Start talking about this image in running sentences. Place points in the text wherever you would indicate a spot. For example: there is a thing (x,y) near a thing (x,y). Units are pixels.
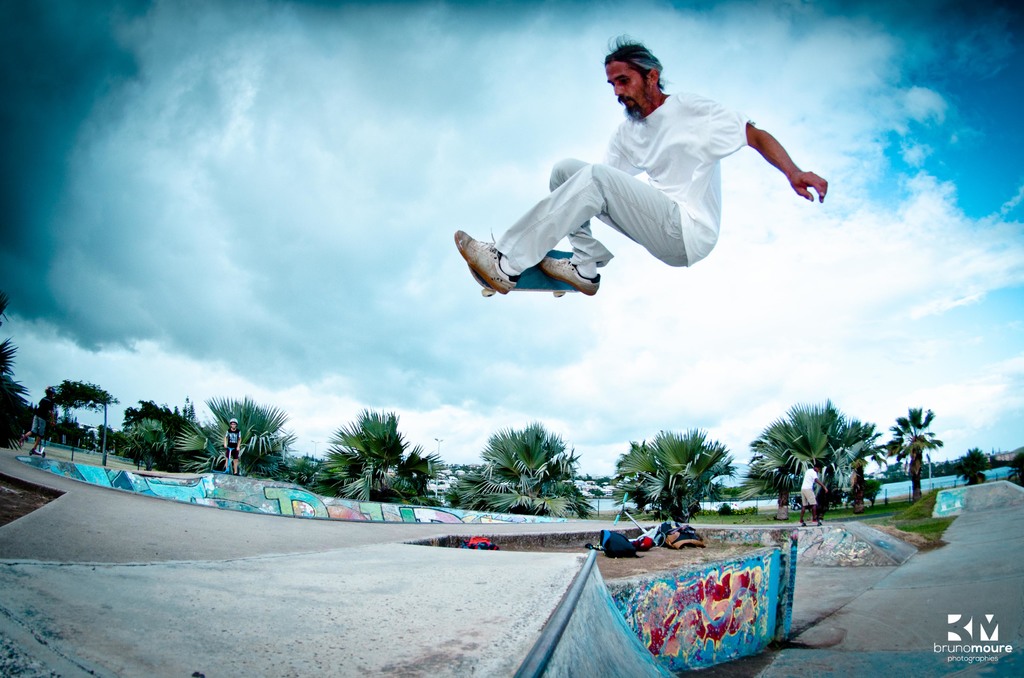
Man (701,206) in white T-shirt (661,166) is jumping. I think he is skating. At the bottom of the picture (418,526), we see a ramp (378,586). The boy (233,457) in the middle of the picture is standing. On the right side (821,486), we see a man (811,490) in white T-shirt (809,490) is also standing. Beside him, we see bags (614,540) in black and brown color. There are trees (380,455) in the background (368,448). At the top of the picture (400,115), we see the sky (633,302).
